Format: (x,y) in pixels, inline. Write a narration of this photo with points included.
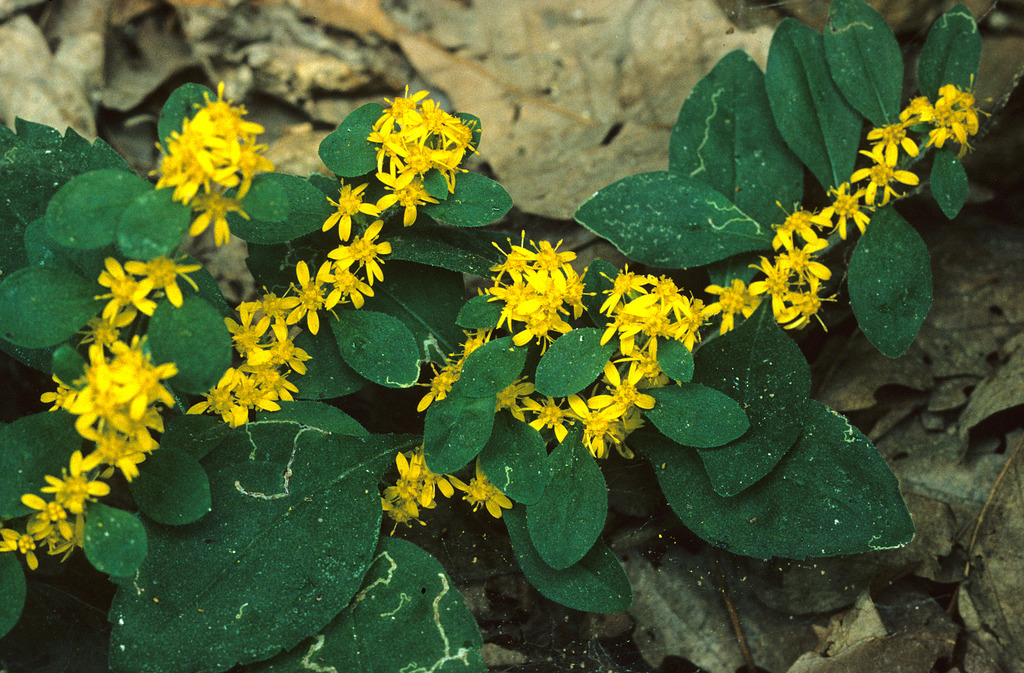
In this picture we can see dried leaves (441,87), green leaves (449,398) and yellow flowers (518,299).
